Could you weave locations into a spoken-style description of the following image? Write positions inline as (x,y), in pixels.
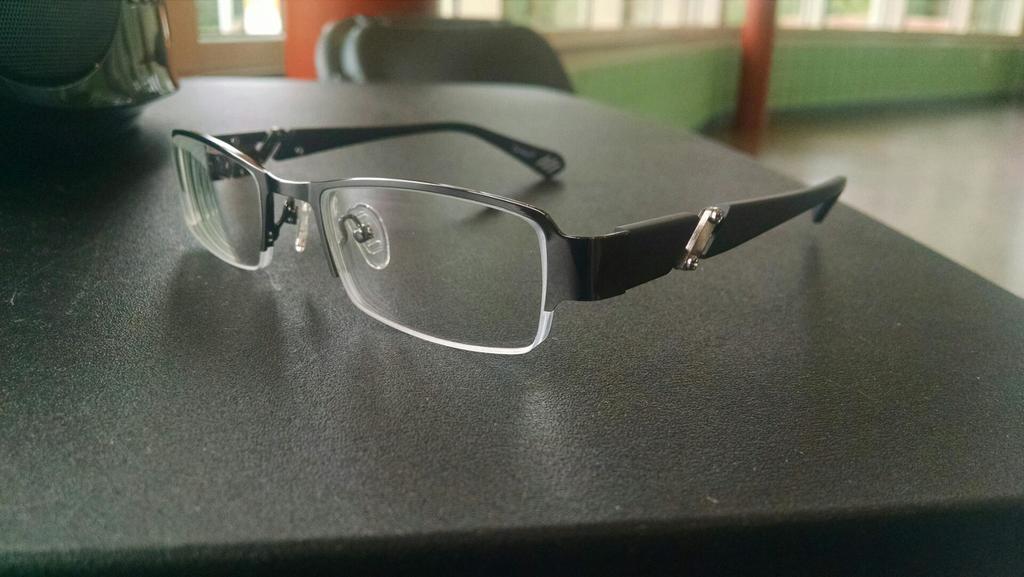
In this image we can see specs (473,227) on the black colored surface (393,164), also we can see an object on it, there is a chair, and windows (928,28).
